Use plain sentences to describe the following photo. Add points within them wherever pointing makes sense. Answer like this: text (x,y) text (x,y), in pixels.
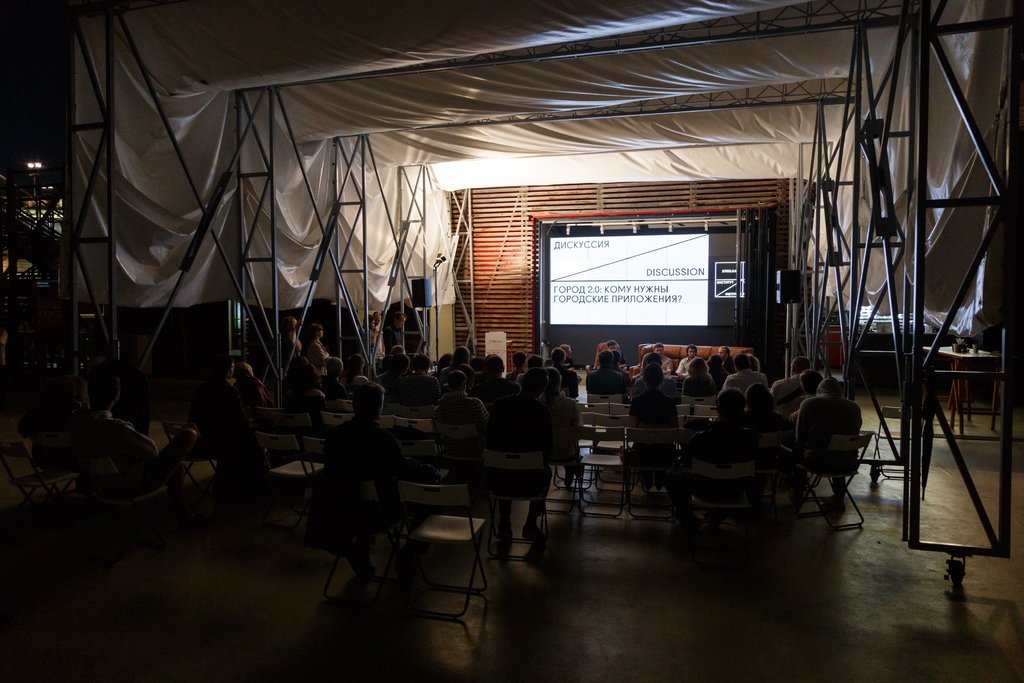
In this picture there are many people (389,480) sitting on the chair (692,424). There is a screen (622,285). There is a sheet (210,134) and light (439,266) at the background (191,280).
